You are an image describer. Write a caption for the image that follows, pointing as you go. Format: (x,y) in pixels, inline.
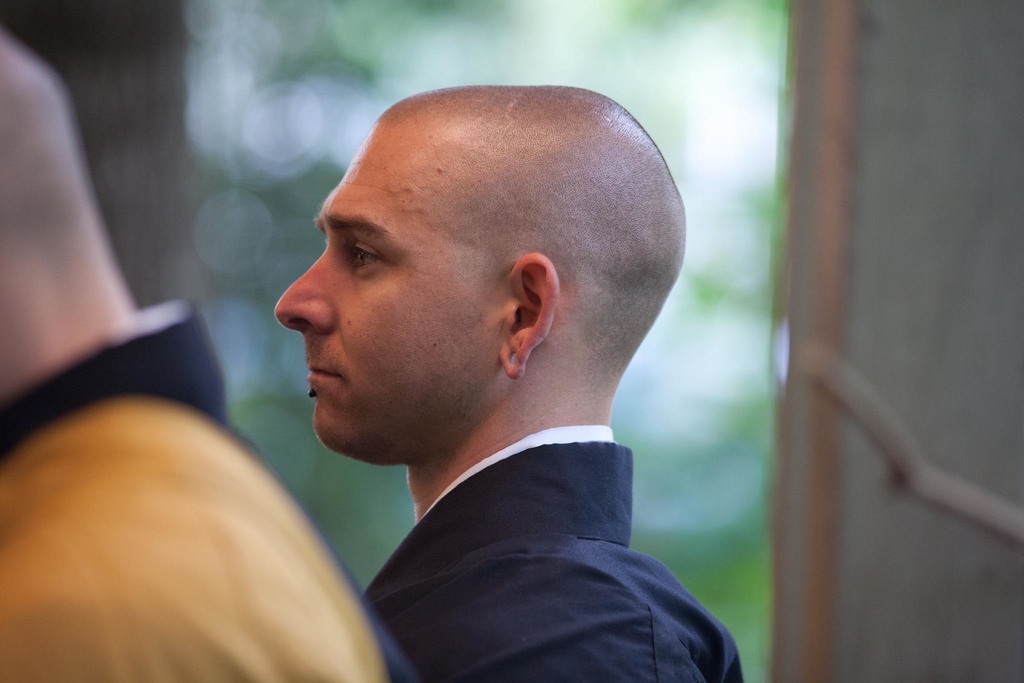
In this image, I can see two people (508,480). The background (660,48) looks blurry. I think this is the wall (949,454).
